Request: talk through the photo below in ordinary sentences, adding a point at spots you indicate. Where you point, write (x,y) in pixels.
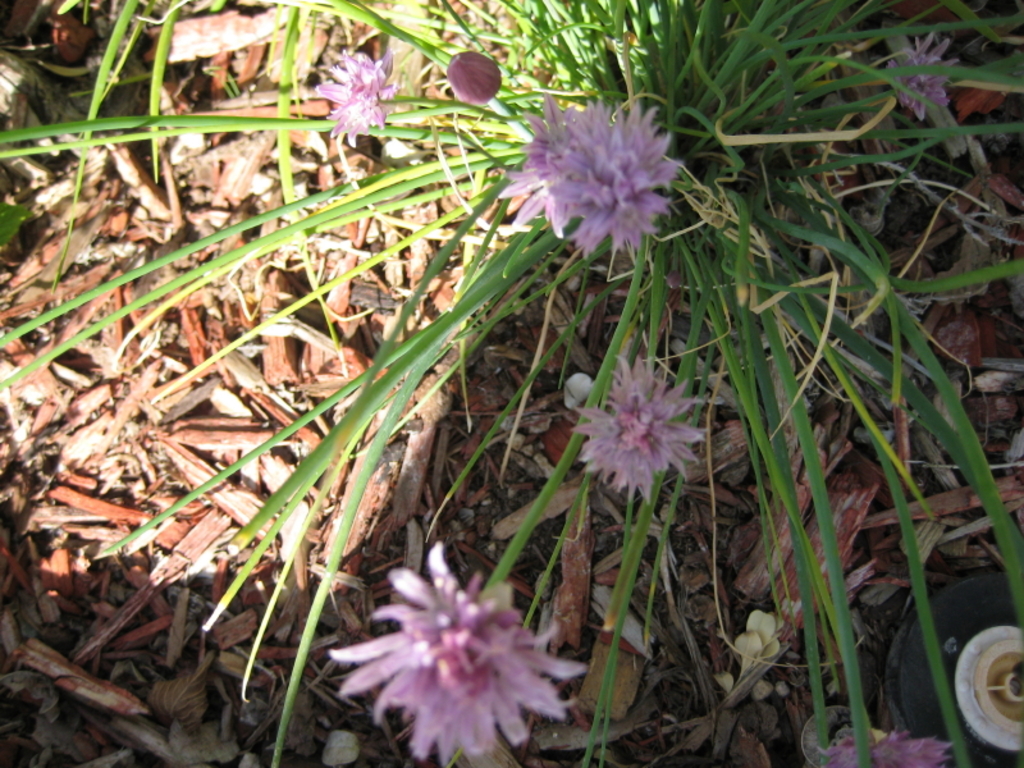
In this image I can see few flowers (618,206) which are pink in color and a plant (710,295) which is green in color. I can see few brown colored objects (296,380) on the ground (360,355).
